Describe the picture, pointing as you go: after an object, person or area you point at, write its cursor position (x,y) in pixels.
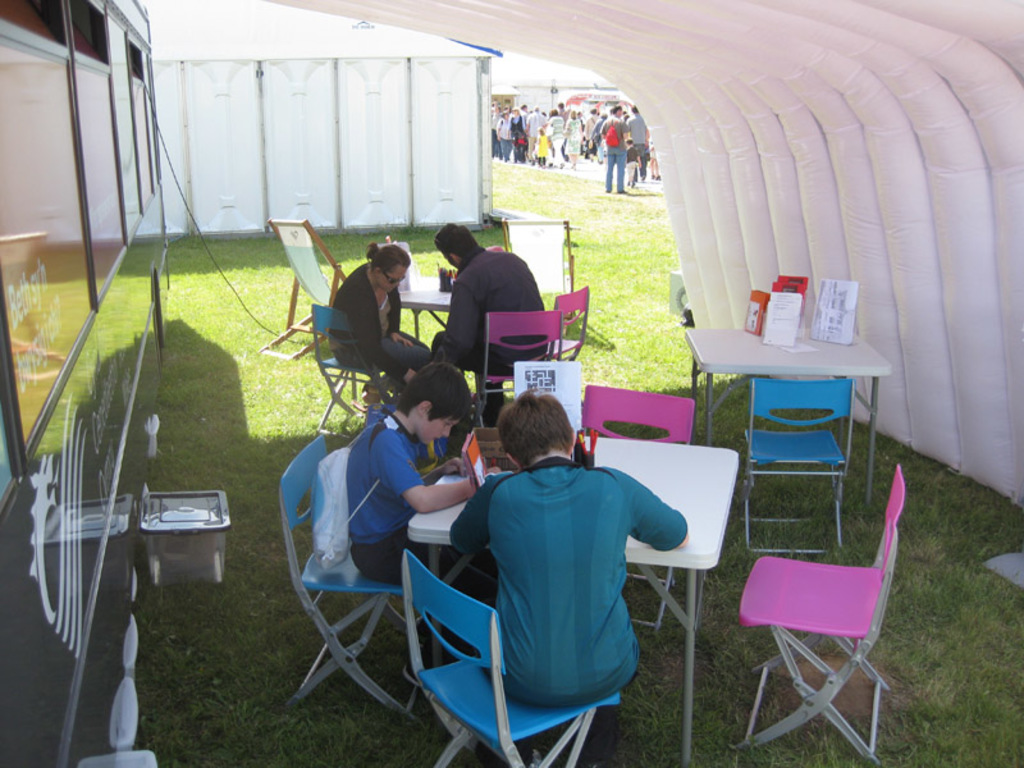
This is the picture of some people (530,289) sitting on the chairs (781,600) around the tables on which there are some things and behind them there are some other people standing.
